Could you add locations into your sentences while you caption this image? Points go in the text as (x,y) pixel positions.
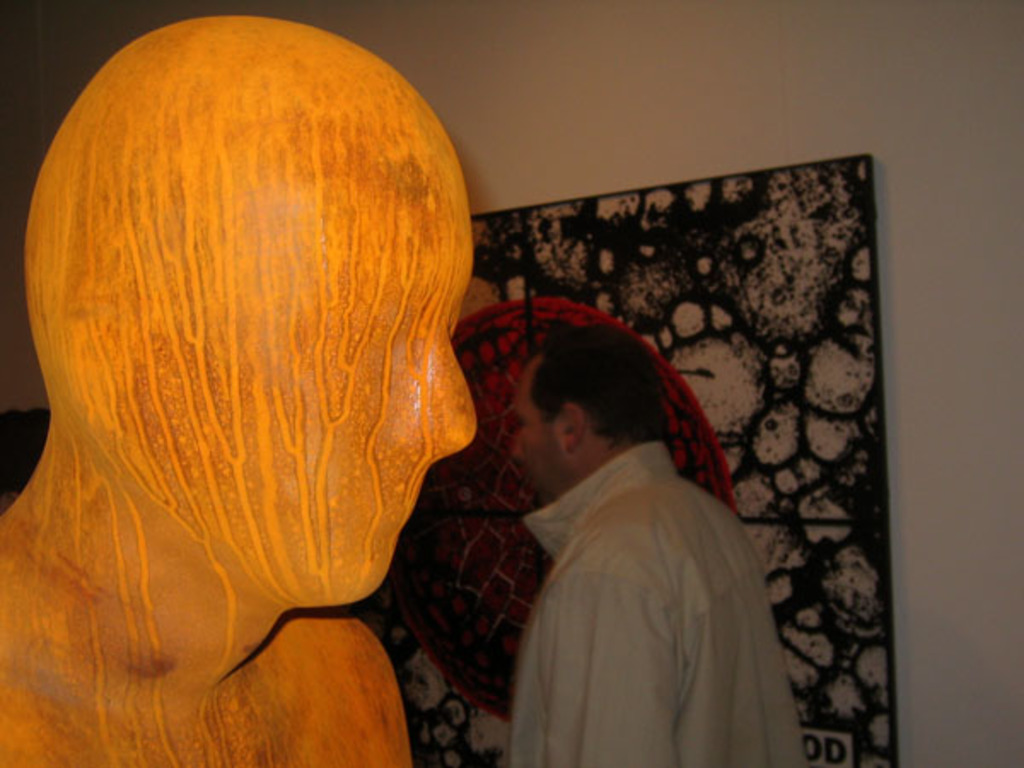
In this image I can see an orange colour thing (293,349) over here and in the background (693,497) I can see a man (584,716), a black colour thing (800,268) and I can see he is wearing white colour shirt (578,612).
